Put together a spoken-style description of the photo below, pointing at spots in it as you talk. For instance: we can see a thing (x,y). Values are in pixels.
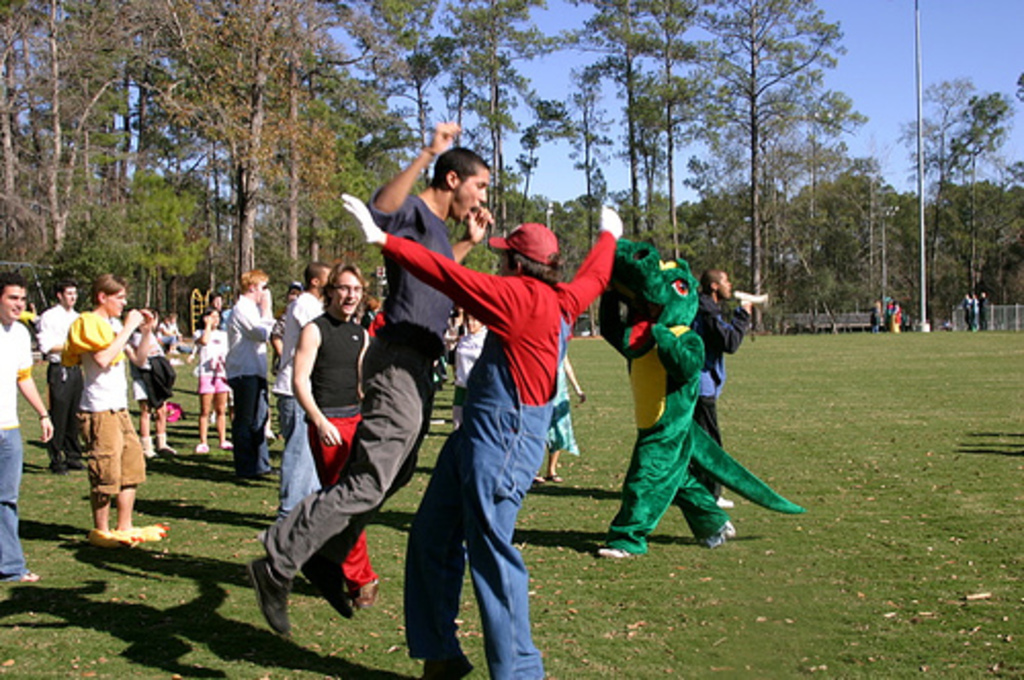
There are people (505,419), we can see grass (768,440). In the background (279,187) we can see people (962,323), trees (667,205), fence (999,324) and sky (876,42).
